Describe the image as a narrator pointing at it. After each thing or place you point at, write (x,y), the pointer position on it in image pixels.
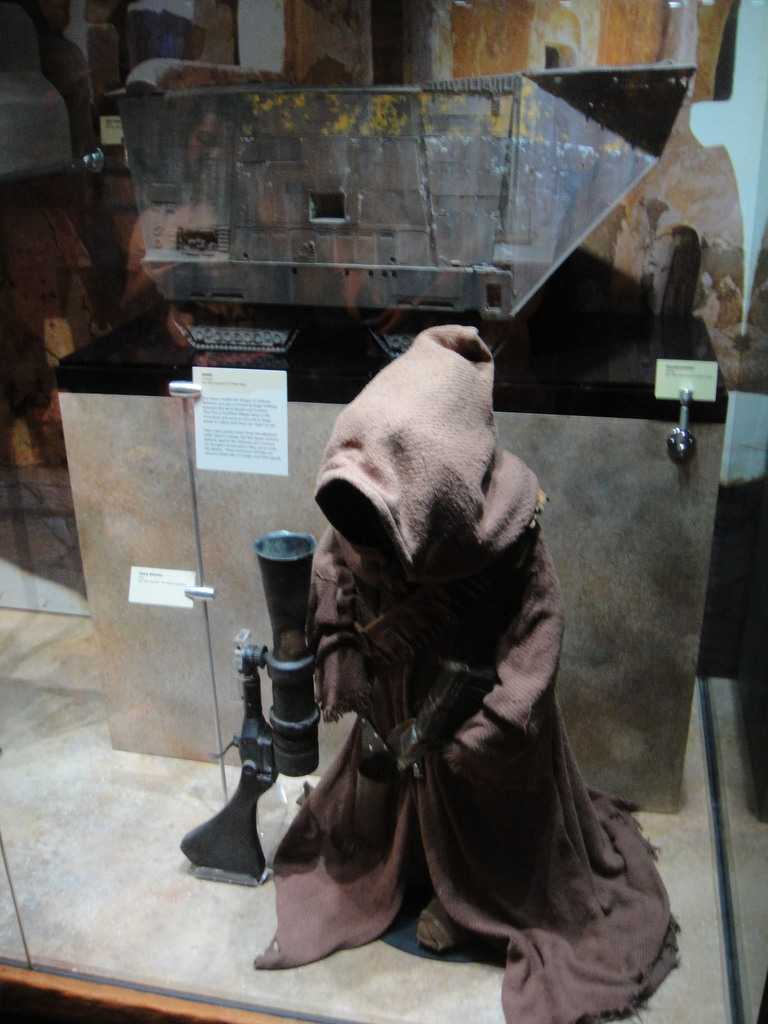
In this image in the foreground (359,417) we can see one undefined object (354,407), wearing dress (352,932) and on the back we can see a paper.
